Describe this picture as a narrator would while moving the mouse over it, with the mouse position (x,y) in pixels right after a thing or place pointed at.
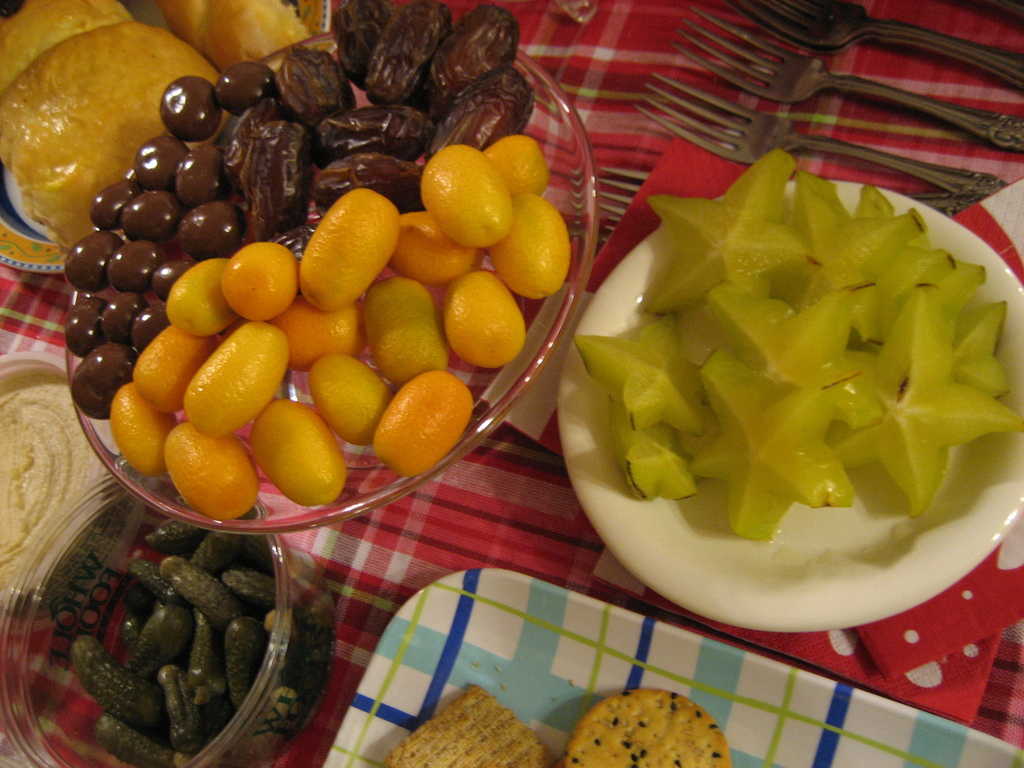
In this image there few varieties of food item (415,466) are arranged in plates (440,681) and bowls (301,393), there are a few forks (760,94) placed on the table (716,90).
